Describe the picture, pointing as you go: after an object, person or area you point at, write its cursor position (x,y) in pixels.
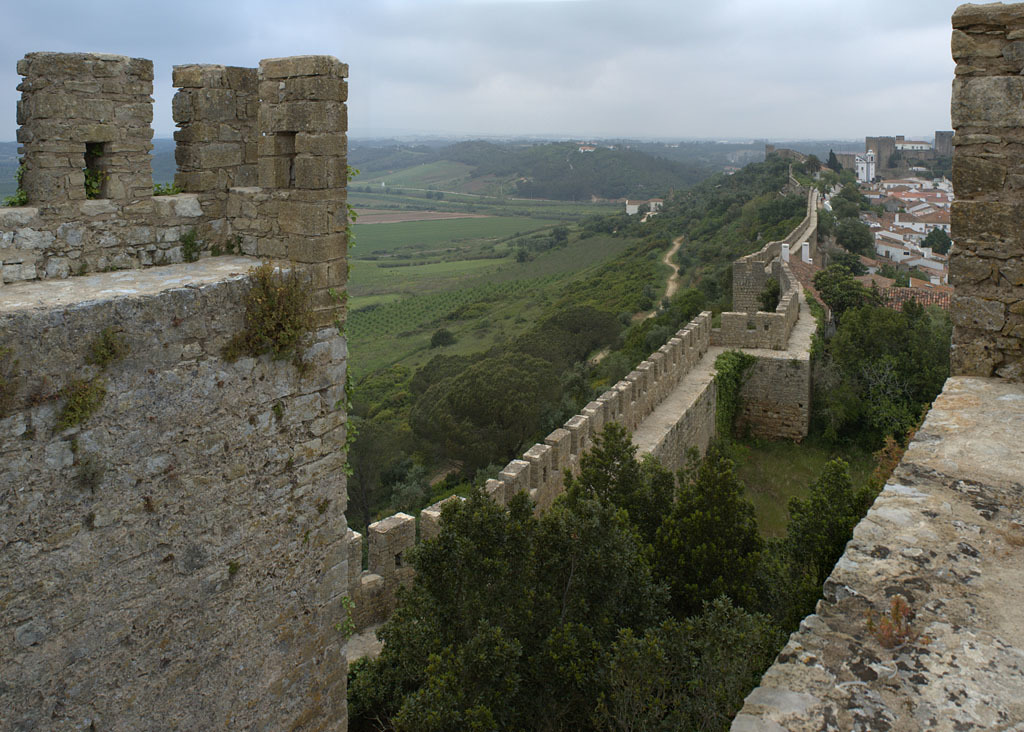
In this picture we can see trees (617,565), walls (778,393) and some objects (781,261) and in the background (363,4) we can see the sky (548,60).
